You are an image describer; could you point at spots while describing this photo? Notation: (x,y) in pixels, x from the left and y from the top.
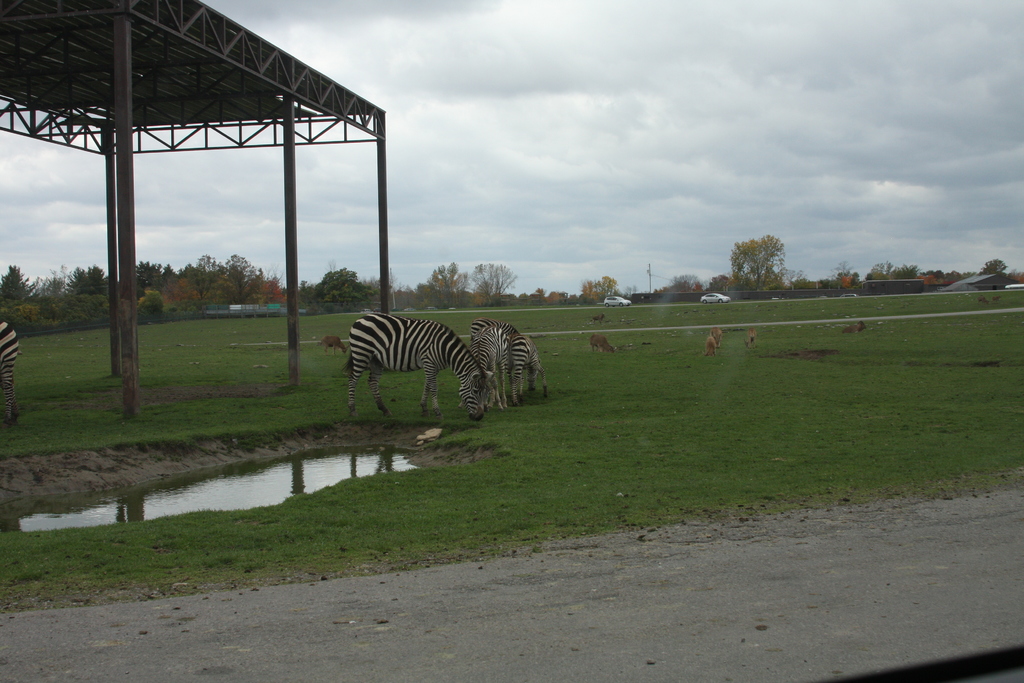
In the foreground (46,424), I can see water (357,462) and a herds of animals (480,333) on grass (675,420). In the background (850,237), I can see a shed (386,302), vehicles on the road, trees (613,293), houses (872,282) and the sky (667,193). This image taken, maybe during a day.
